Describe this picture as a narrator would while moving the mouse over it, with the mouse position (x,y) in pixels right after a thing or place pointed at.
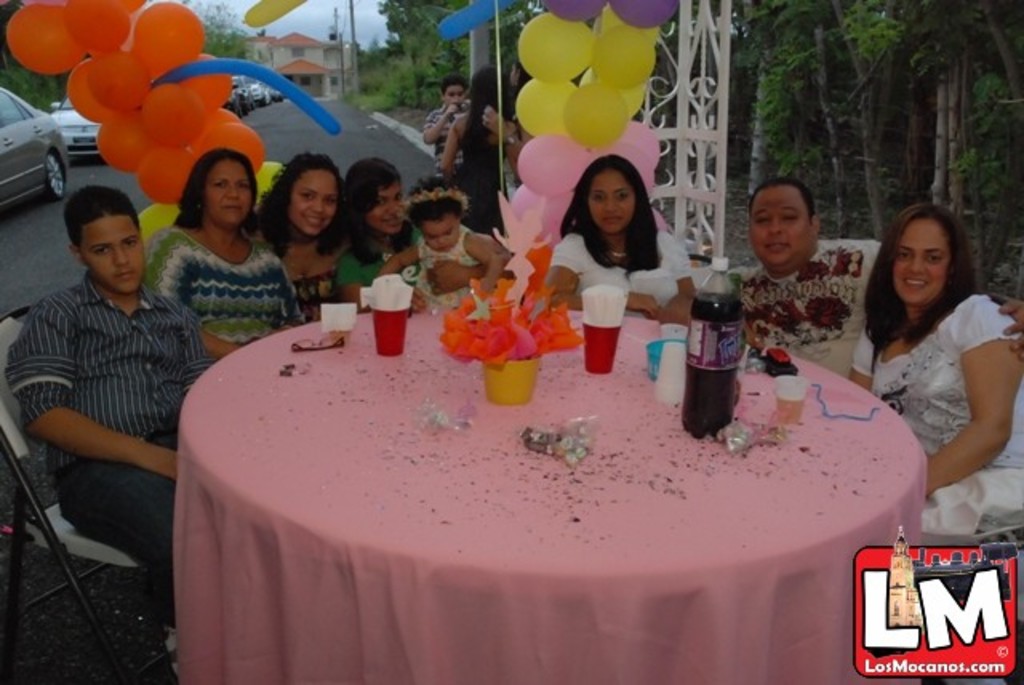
In the center of the image (479,426) there is a table (487,510) On the table (443,516) we can see some objects (488,337), bottle (712,366), glasses (603,340), tissue papers (380,302), spectacles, cloth (576,503) are present. In the middle of the image (361,259) some persons (437,261) are sitting on the chair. At the top of the image (579,31) we can see some balloons (603,48), cars (70,123), trees (363,65), house (333,64), poles (353,36), sky (343,0) are there. At the bottom of the image (65,648) road (119,651) is present.
